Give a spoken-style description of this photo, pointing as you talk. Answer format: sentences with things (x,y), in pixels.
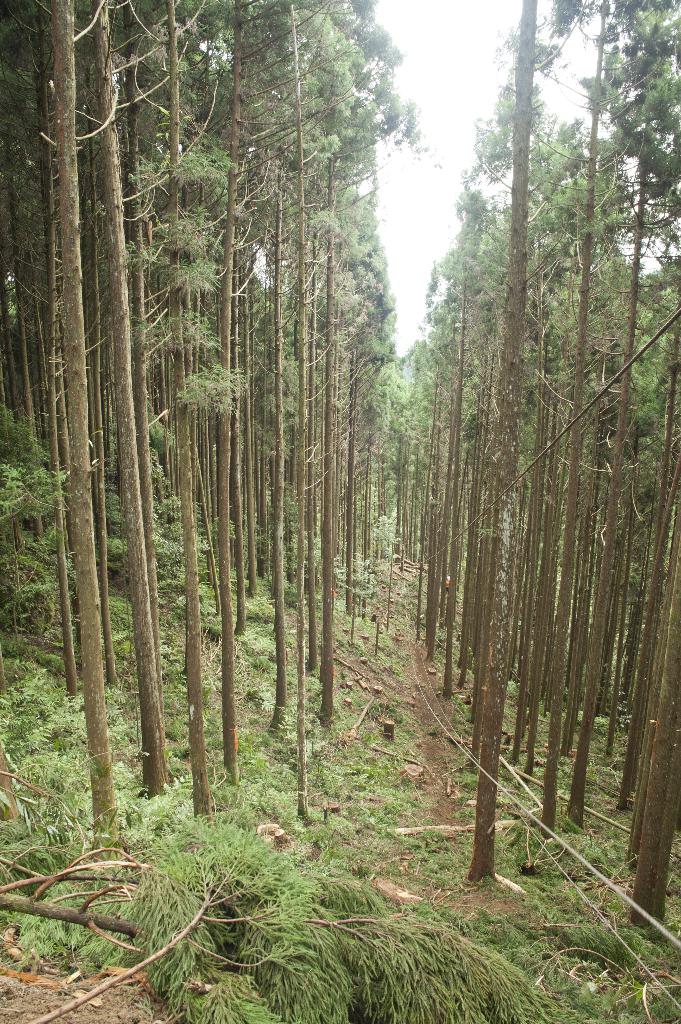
In the image we can see trees (380,507), grass (263,773), leaves (314,941) and the white sky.
